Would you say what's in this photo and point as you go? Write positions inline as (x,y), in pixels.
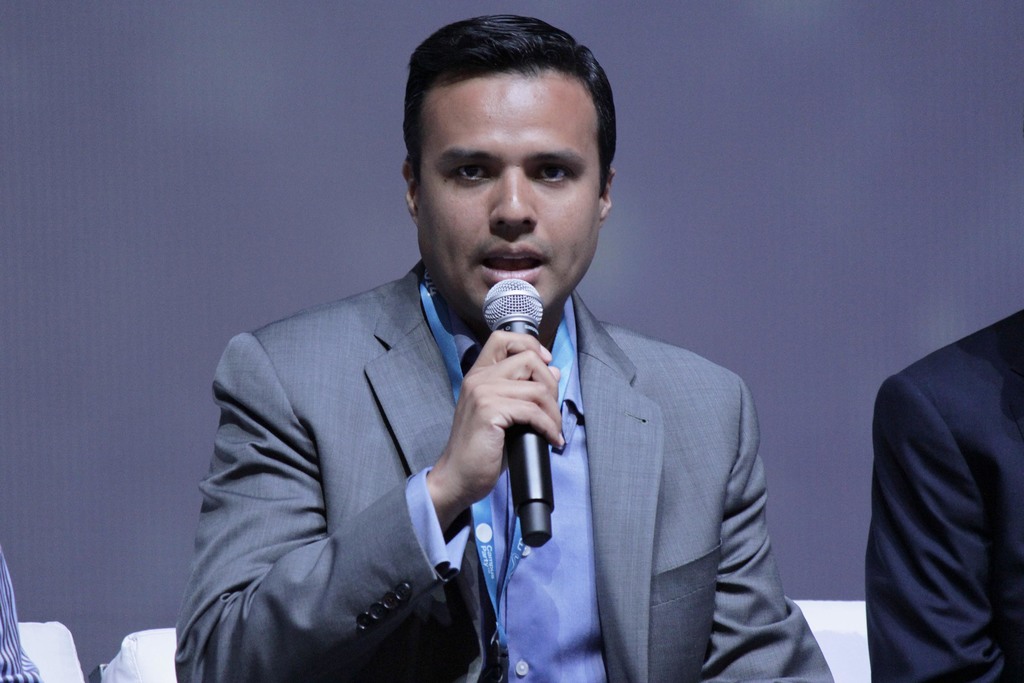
This man (566,555) wore suit (604,523) and speaking in-front of mic (543,486).
